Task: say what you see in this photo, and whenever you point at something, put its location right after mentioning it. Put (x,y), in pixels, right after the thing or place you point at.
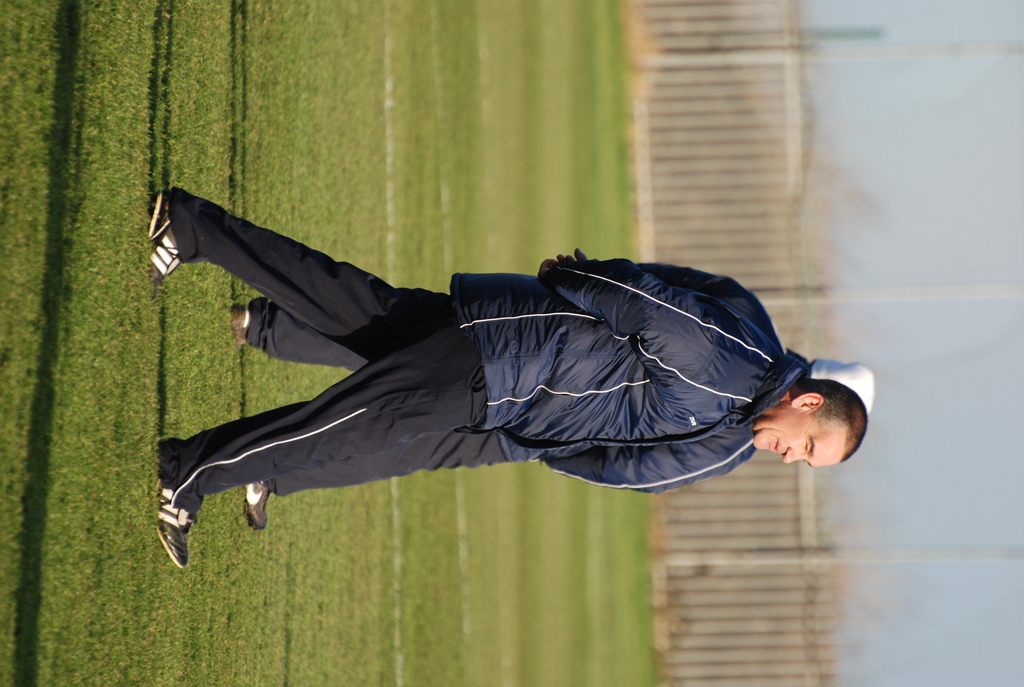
This image is taken outdoors. On the right side of the image (894,226) there is a sky (966,336). There are a few trees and there is a fencing (714,137) with wooden blocks (729,190). At the bottom of the image (285,620) there is a ground (381,651) with grass (178,593) on it. In the middle of the image (500,332) two men (596,375) are walking on the ground (241,410).
